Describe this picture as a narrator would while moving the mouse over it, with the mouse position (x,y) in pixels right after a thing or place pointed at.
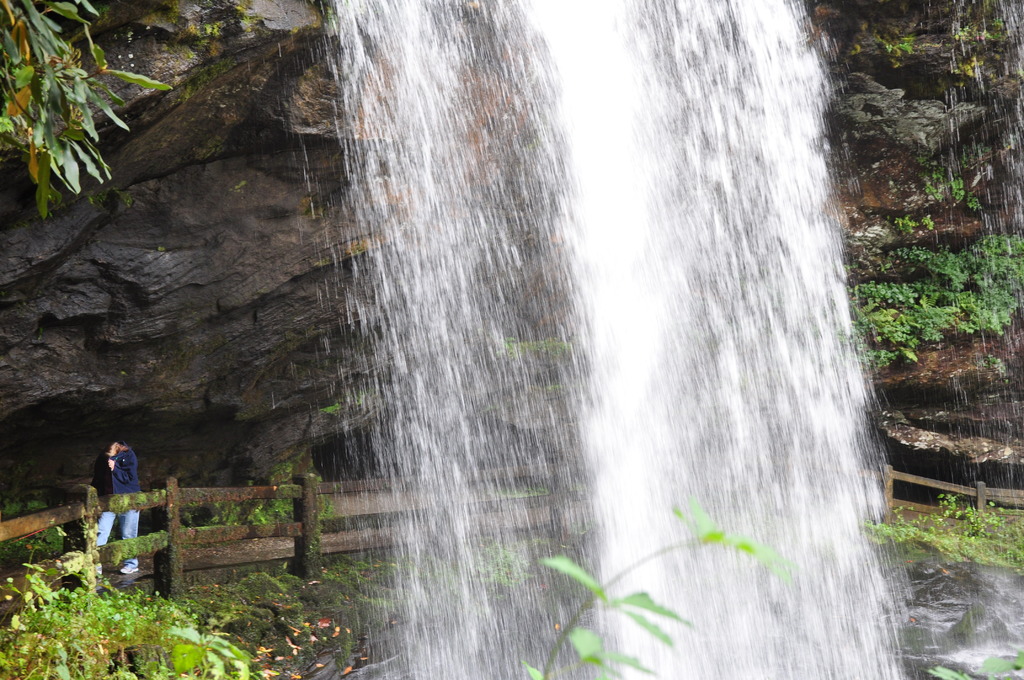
In this image I can see the waterfall (431,182) in the front (534,362). On the both sides of the image I can see grass (22,673) and few plants (908,342). On the top left corner of the image (64,7) I can see number of green leaves (28,29) and on the bottom left side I can see two persons (119,443) are standing. I can also see the wooden fence (232,495) on the bottom side of the image (1010,494).
